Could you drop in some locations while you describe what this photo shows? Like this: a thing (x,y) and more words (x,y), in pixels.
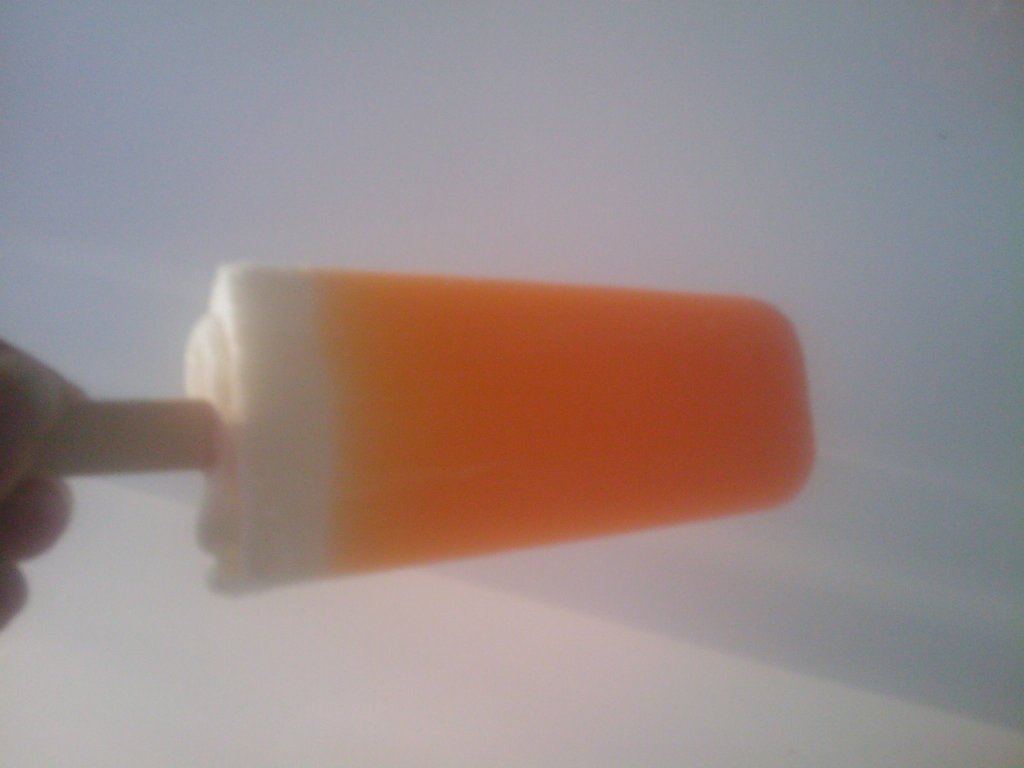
In this image we can see a human hand (32,481) is holding an ice-cream (552,406). The background (40,71) is white in color.
